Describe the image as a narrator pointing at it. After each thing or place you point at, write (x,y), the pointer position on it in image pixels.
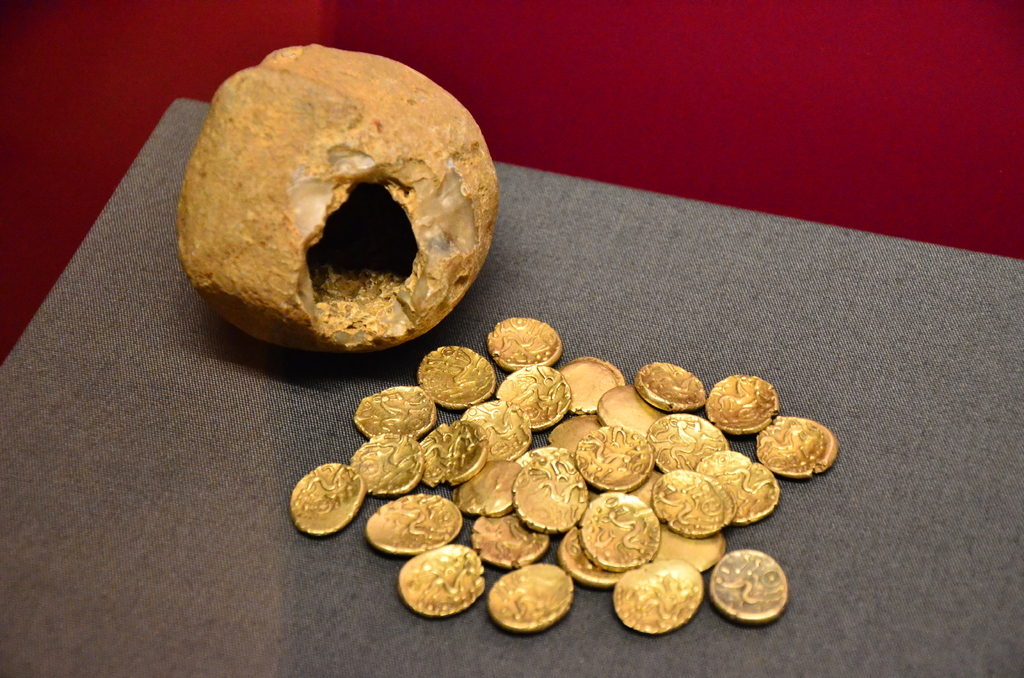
In this image we can see a stone (328,346) and some coins (423,398) on the table (681,325), in the background (633,131), we can see the wall (726,123).
